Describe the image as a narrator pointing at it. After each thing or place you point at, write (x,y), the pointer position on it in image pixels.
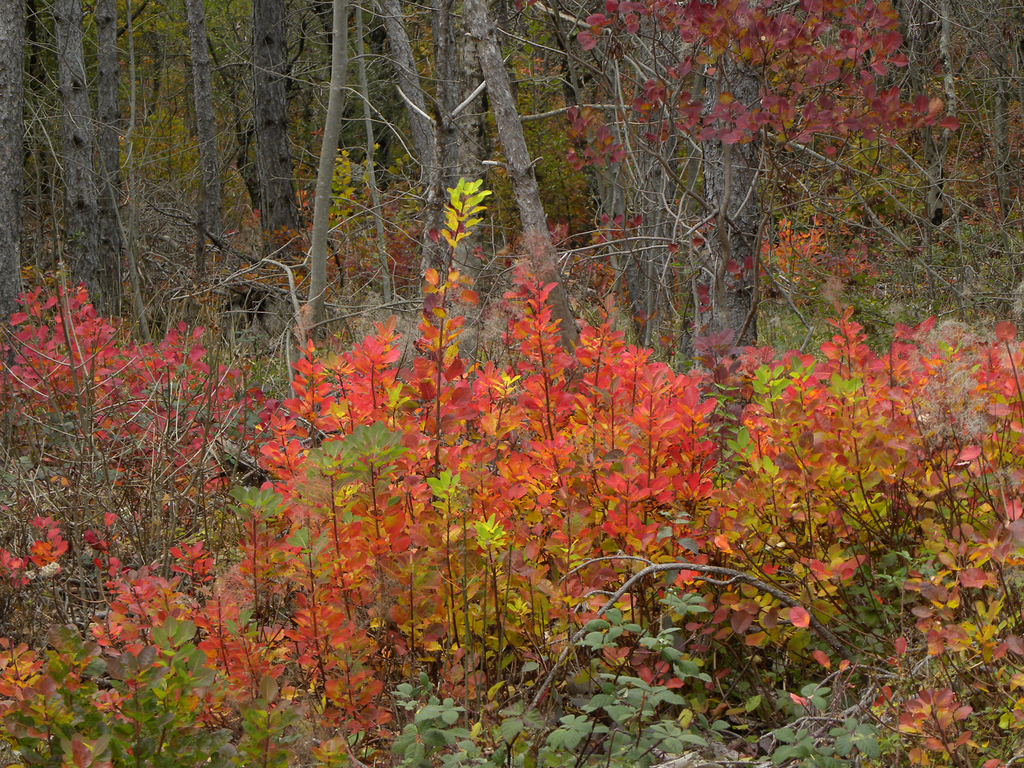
In the foreground of this image (451,699), there are plants (495,471) and trees (432,149).
